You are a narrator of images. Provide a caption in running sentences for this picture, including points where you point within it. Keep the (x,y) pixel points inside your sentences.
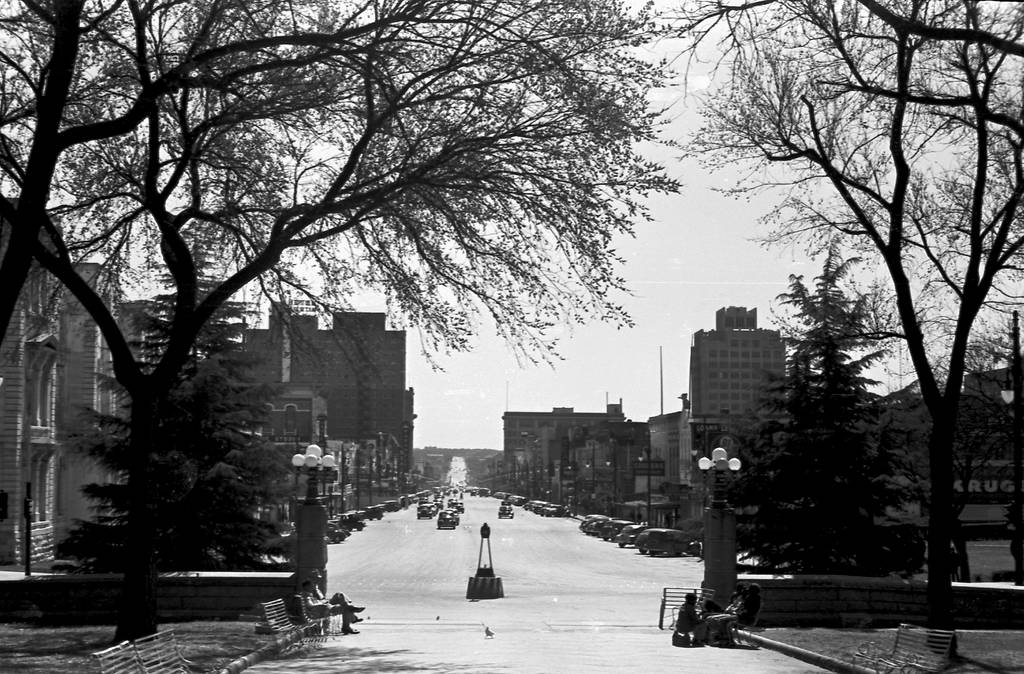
On the left side (119,658), there are benches (116,646), persons (331,607) sitting on a bench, a tree (152,564) and grass (15,648) on the ground (208,633), there are lights (335,465) attached to the pole (305,577) and there are buildings (66,412). In the middle of the image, there are vehicles (621,533) on the road (526,509). On the right side (999,658), there are a tree (907,102) and grass (971,635) on the ground (1004,638), there are buildings (618,410) and there is a tree (817,546). In the background (722,244), there is the sky (742,247).
